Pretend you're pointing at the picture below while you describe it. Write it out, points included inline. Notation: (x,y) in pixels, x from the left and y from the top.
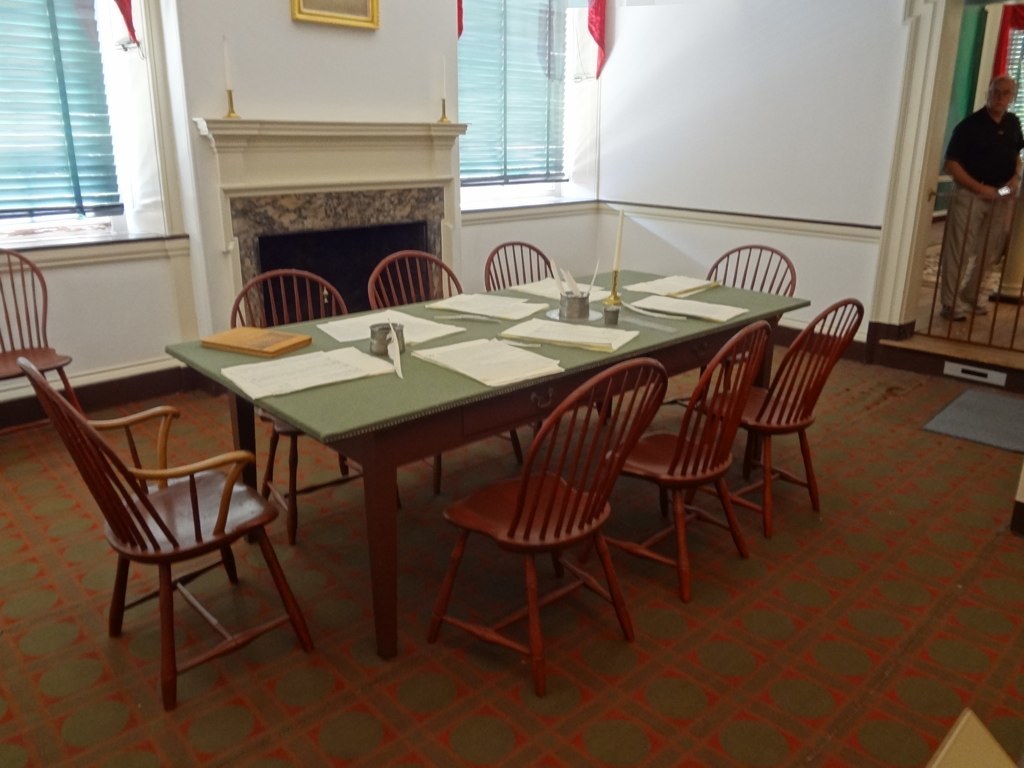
In the image we can see there is a big table (325,393) and there are chairs (160,475) around it and over here there a man (977,256) who is standing and on the table (624,282) there is a candle (619,269) and papers (491,370).
